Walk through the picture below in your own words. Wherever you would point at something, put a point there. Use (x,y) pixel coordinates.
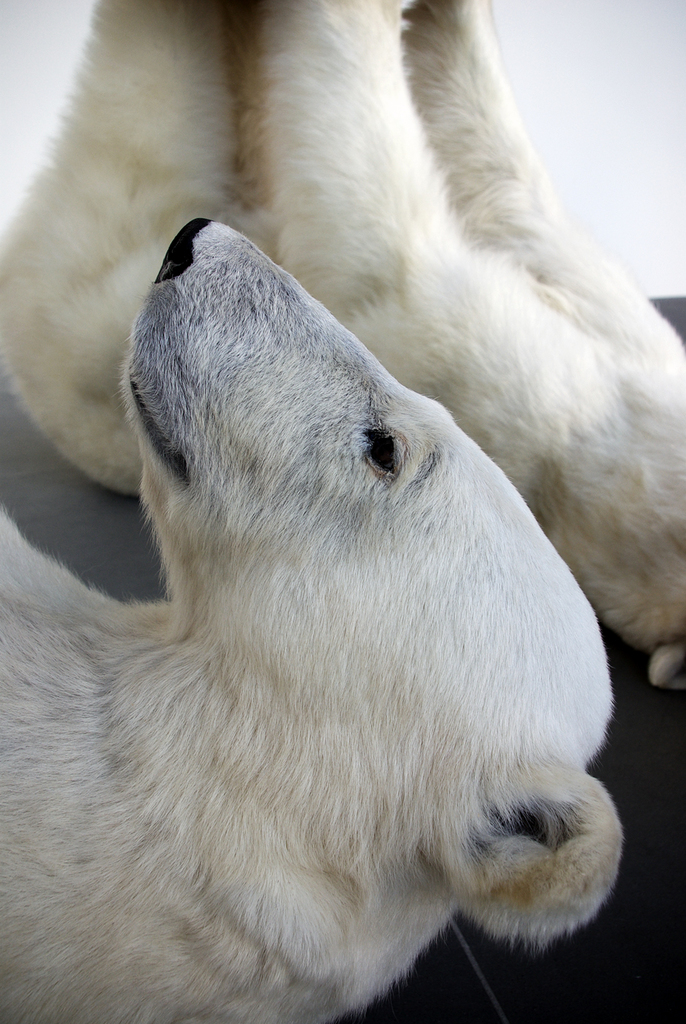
In this image there are two truncated polar bears (312,800) on the surface (532,971), the background of the image (599,58) is white in color.
